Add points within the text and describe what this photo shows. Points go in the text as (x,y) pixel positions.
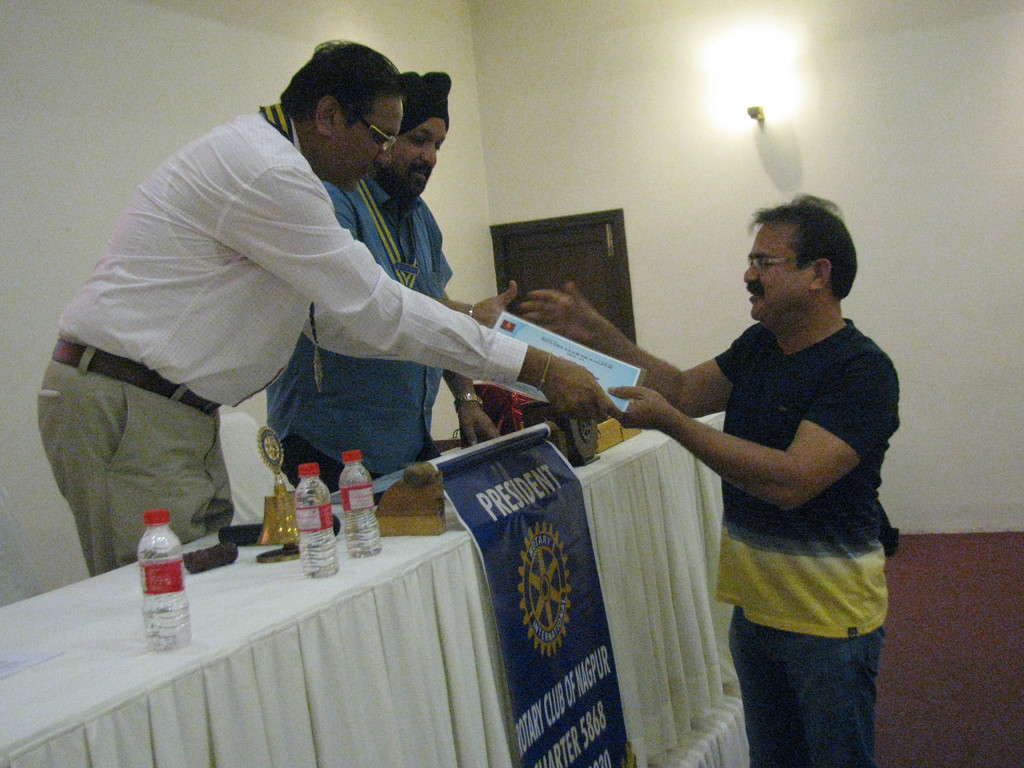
In this image we have three men (472,418) on the right side of the image (767,445) we have man (806,526) who is taking a certificate (593,358) from the left side of the man (220,296) and the person (370,421) in the blue shirt (372,437) is giving a shake hand to the person (830,398) on the right (837,561). Here we have a white color table (253,634) with a white cloth (258,579) on it. On the table (247,587) we have few bottles (152,587) and a trophy (272,526) and few other object (482,494) on it. Behind this people (195,198) we have a white color wall (98,59) and a light (764,92) on it.
